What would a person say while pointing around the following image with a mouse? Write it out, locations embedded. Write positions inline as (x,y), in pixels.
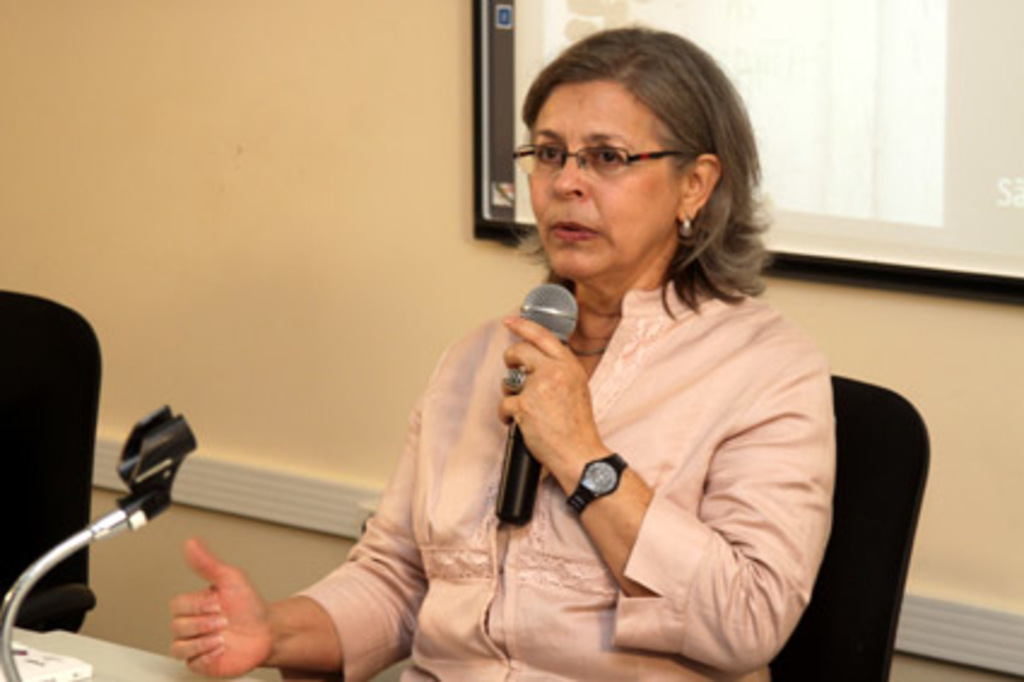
In the picture we can see a woman (558,651) sitting on the chair (863,626) and talking in the microphone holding it and she is sitting near the desk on it, we can see a microphone stand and some papers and beside her we can see another chair (55,402) which is black in color and behind her we can see a wall (357,104) with a screen (1009,100).
